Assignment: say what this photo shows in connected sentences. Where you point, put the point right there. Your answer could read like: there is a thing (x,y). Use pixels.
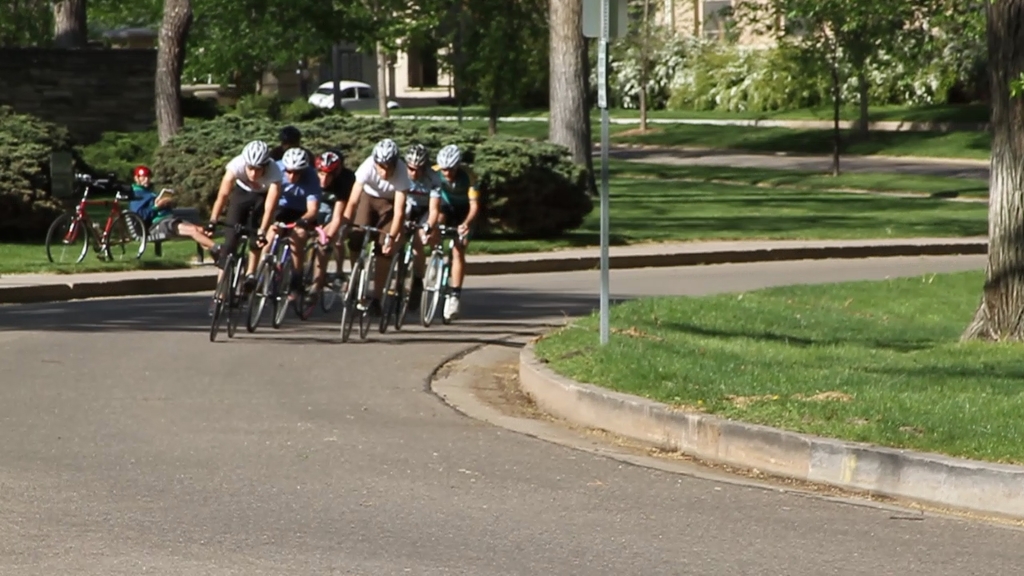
In the foreground (369,276) I can see group of people (235,166) are riding bicycles (384,295) on the road (360,470), pole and grass (702,338). In the background (342,55) I can see plants (441,134), trees (173,67), buildings (288,77) and a car (361,107) on the road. This image is taken in a park (637,120) during a day.
